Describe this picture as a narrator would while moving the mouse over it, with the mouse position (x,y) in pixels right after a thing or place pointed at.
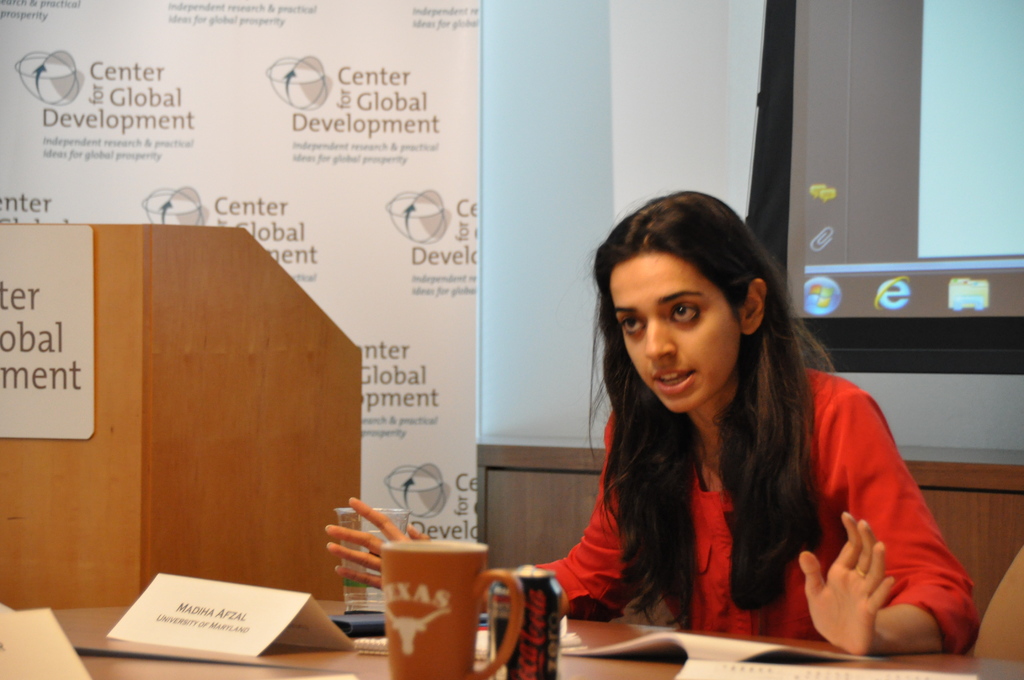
In this picture there is a woman (804,520) sitting, in front of her we can see tin (544,653), cup (514,606), board (278,601), papers (699,661) and glass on the table (222,655) and we can see board (84,332) on the podium (244,324). In the background of the image (512,264) we can see screen (872,214), hoarding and wall (536,272).
